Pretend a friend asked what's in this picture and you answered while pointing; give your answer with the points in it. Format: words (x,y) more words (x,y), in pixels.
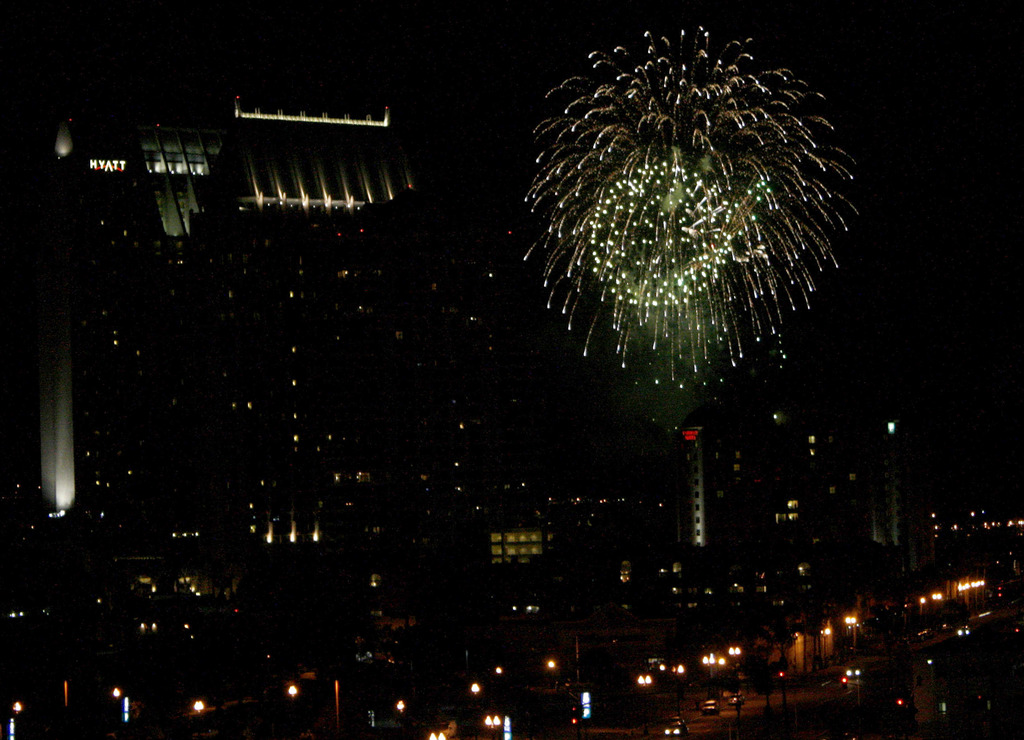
This image is taken outdoors. In this image the background (781,84) is dark. At the bottom of the image (403,709) there are a few lights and a few vehicles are moving on the road (906,662). There are a few buildings (474,493) in the middle of the image (517,464). There are a few sparkles (643,198) of crackers (632,209). There are a few lights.
